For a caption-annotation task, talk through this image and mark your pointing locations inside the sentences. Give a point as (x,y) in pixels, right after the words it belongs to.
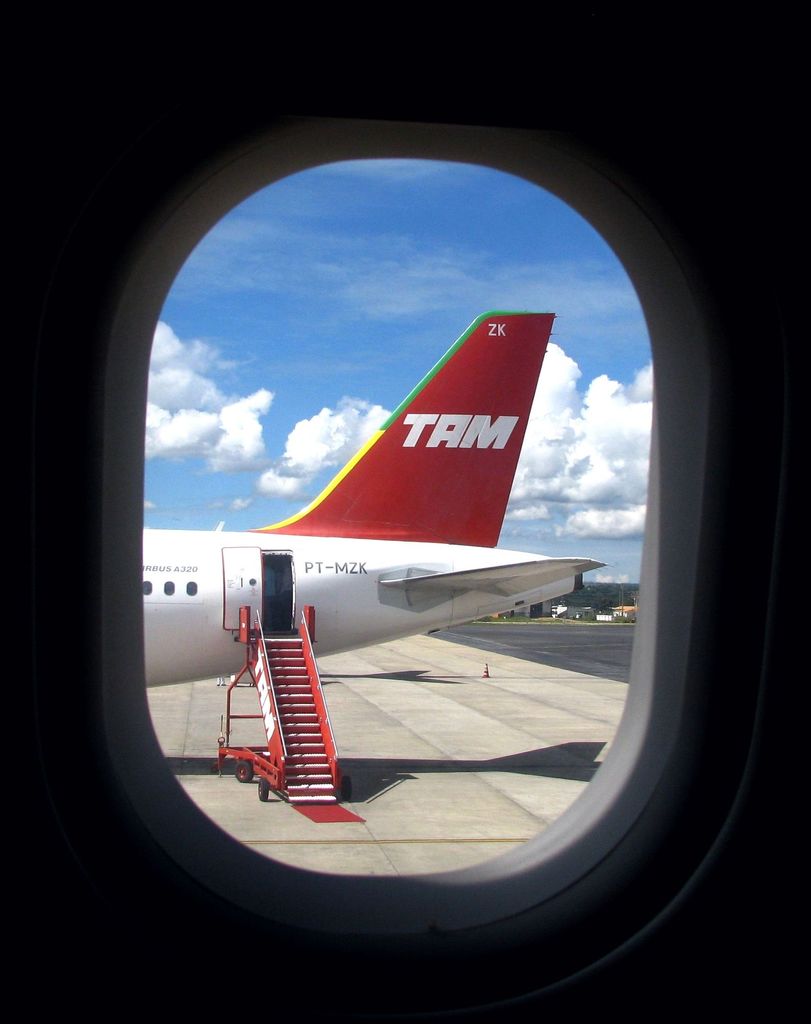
In this image we can see an aeroplane (480,563) through an another aeroplane window (639,884). In the background (415,353) there are buildings (623,612) and sky (292,348) with clouds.
